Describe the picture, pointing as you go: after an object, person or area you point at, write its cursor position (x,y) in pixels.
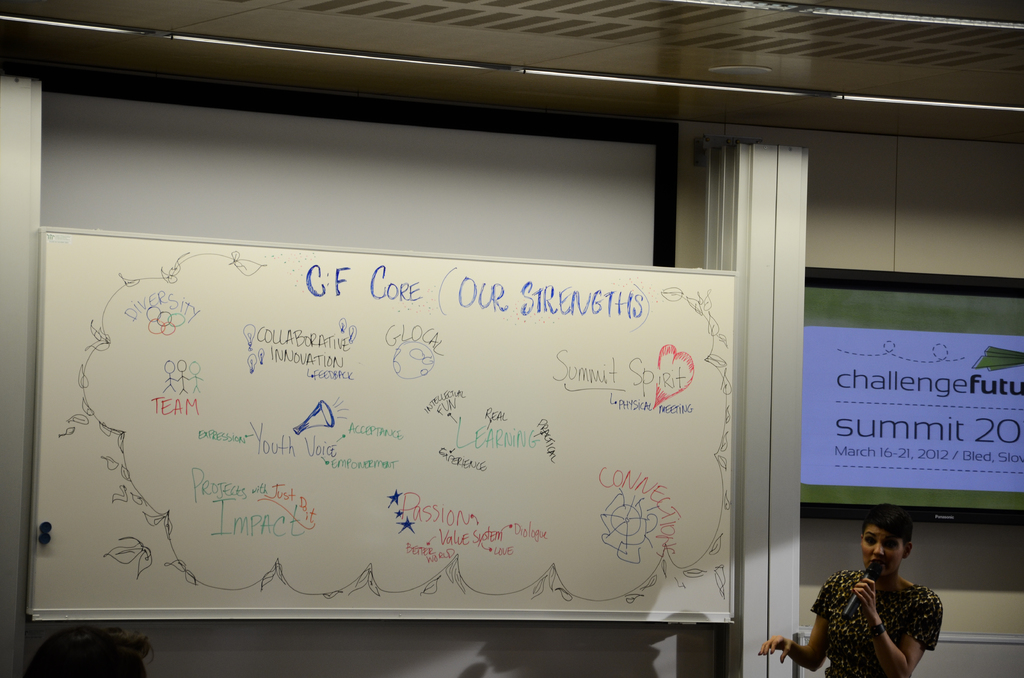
There is a person (865,616) speaking in front of a mic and there is a white board (408,418) which has some thing (460,441) written on it behind her.
